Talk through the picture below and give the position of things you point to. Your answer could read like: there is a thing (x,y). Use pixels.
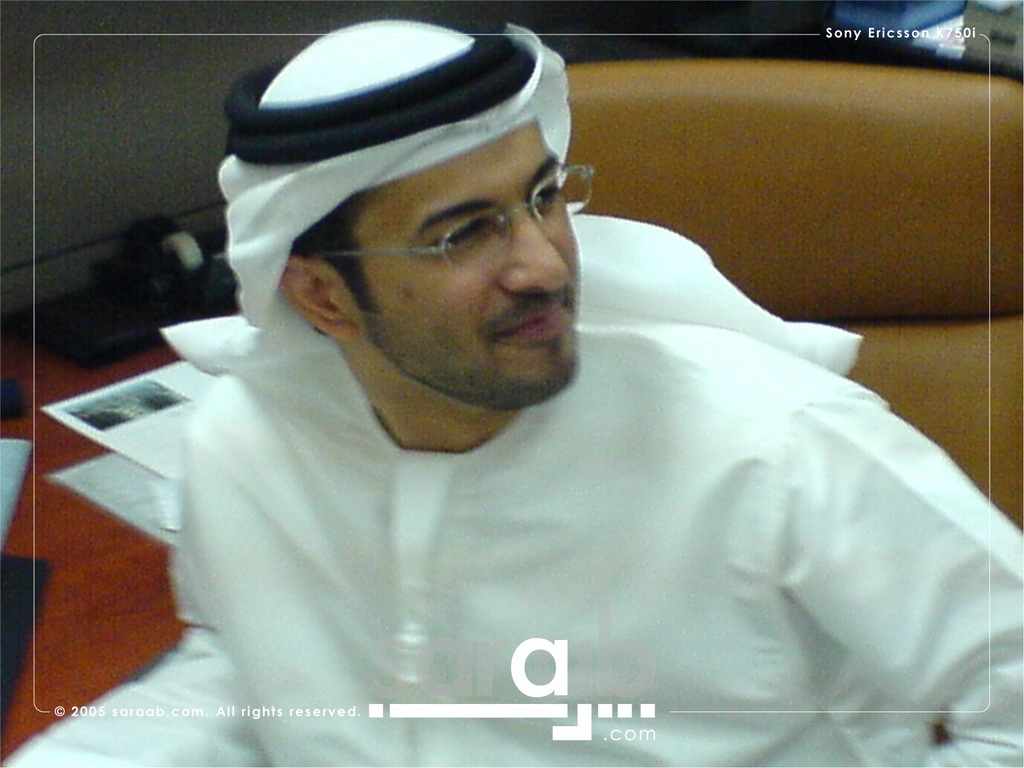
In this image I can see a person (512,516) wearing white color dress (545,605). Back I can see papers (125,414) on the brown color table (104,580).
